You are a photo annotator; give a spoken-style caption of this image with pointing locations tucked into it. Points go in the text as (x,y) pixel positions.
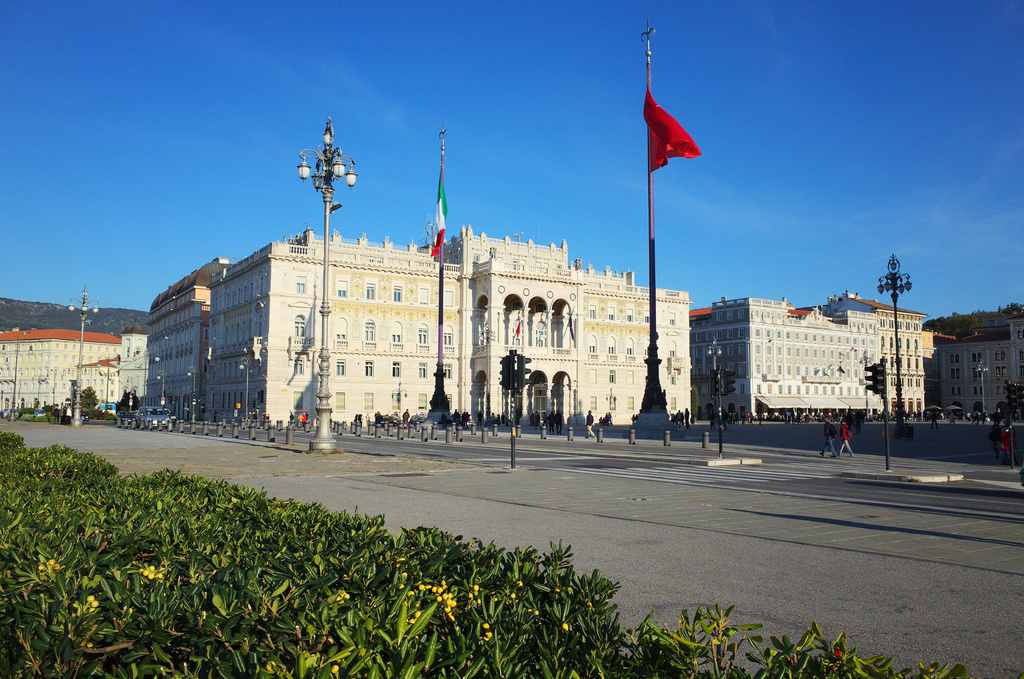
In the center of the image (459,307) we can see the buildings (549,324), flagpoles (657,391), lights (328,161) and some persons (545,424) are there. At the bottom of the image (592,577) some bushes (255,576) are there. At the top of the image (240,102) sky (346,126) is there. In the middle of the image (501,434) we can see mountains (11,320), roads (889,563), traffic lights (873,386) are present.
